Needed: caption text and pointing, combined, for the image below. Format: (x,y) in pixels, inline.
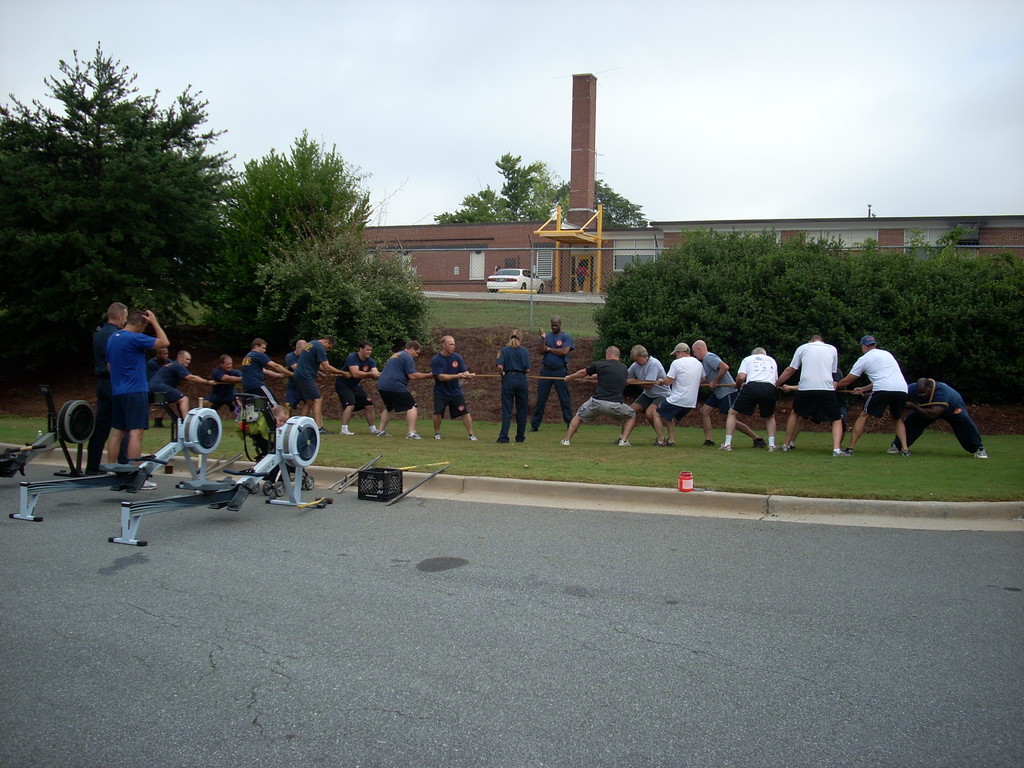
In this picture there is a group of men (384,422) playing the rope game. In the front (77,409) there are some wheel machines (217,483). Behind you can see some plants (274,279) and brown color house (542,276) with white color car (520,276) parked in front of the house (513,265).
